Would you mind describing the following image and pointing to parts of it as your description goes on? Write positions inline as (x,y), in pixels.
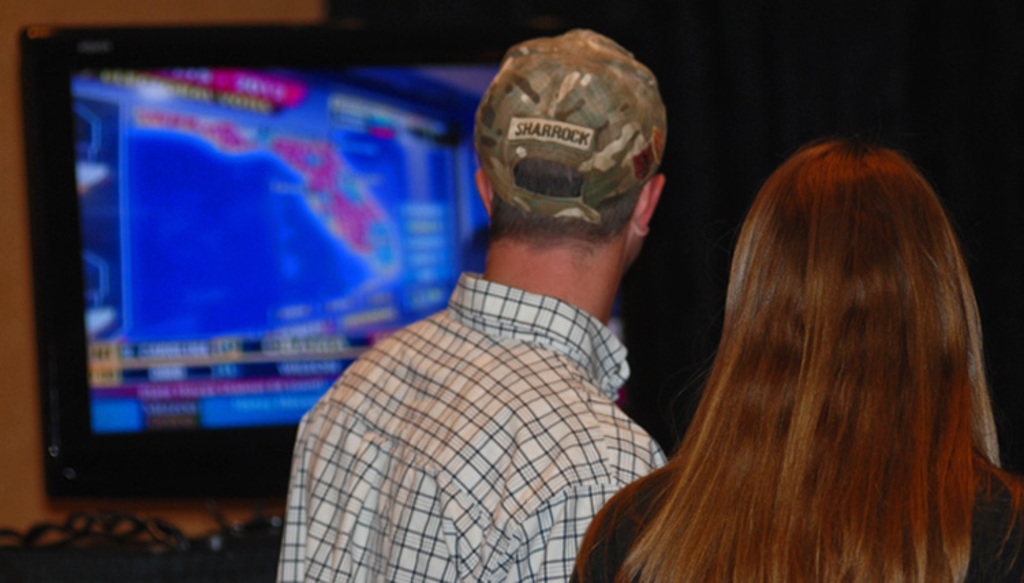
There is a man (591,190) wearing cap (577,133) and standing near a woman (791,467). In the background (306,241), there is a screen (146,247) near the wall (22,320) and the background (951,76) is dark in color.
